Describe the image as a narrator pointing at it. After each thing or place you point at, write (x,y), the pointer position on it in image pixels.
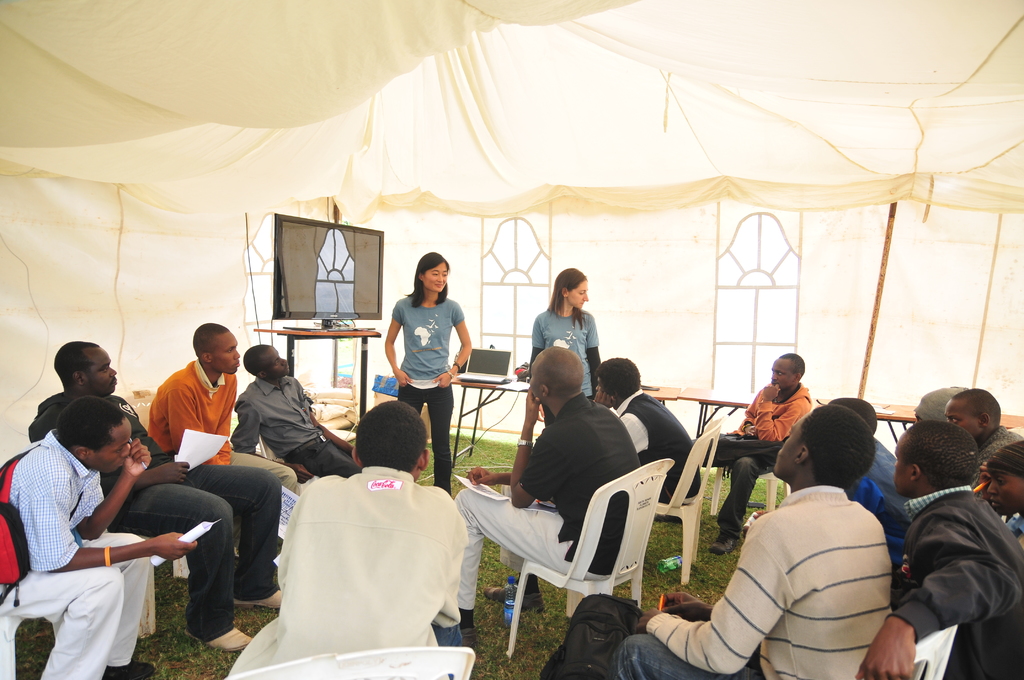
The picture is clicked inside a white tent (156,215) where there are many people (658,402) sitting on chairs (705,422), where two woman (453,320) are standing and talking to them. In the background (315,275) we observe an LCD television (316,295) placed on a stand (300,335) and a laptop (477,368) on the table (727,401). In the background (772,261) there are window shaped structures (763,235) are made on tents (510,235).
